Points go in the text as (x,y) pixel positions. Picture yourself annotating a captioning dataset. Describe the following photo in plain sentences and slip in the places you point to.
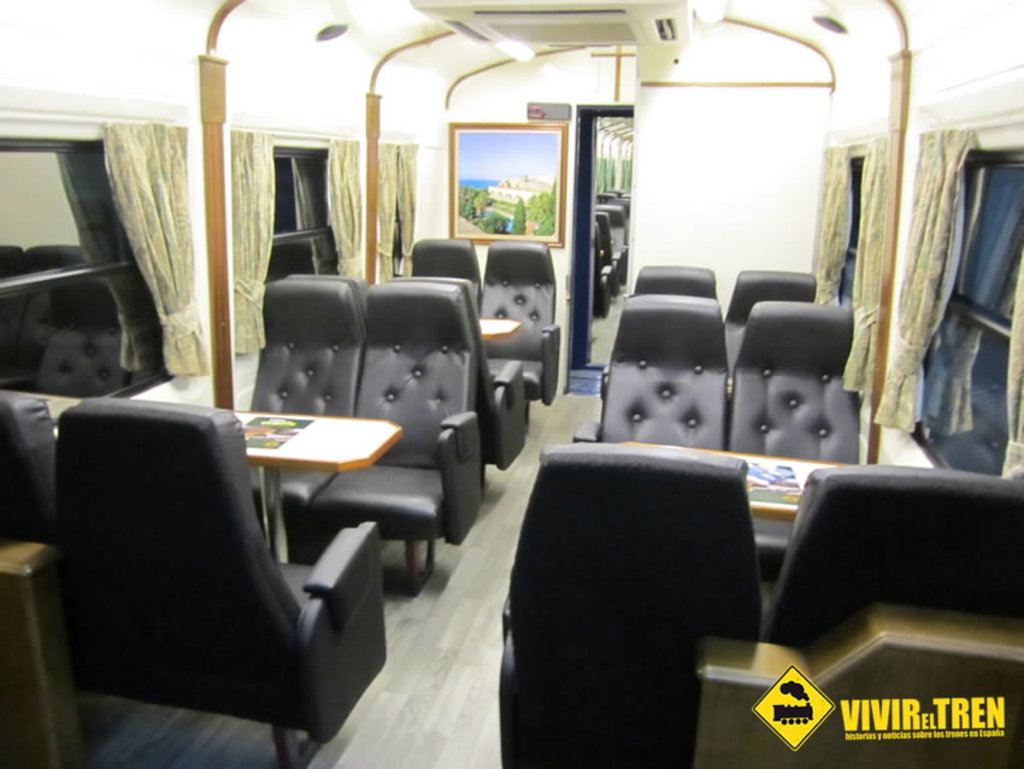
In the image we can see there are black colour seats (500,468) and there are tables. There are curtains (388,216) on the window (27,325) and there is a photo frame (498,193) on the wall (436,203).
